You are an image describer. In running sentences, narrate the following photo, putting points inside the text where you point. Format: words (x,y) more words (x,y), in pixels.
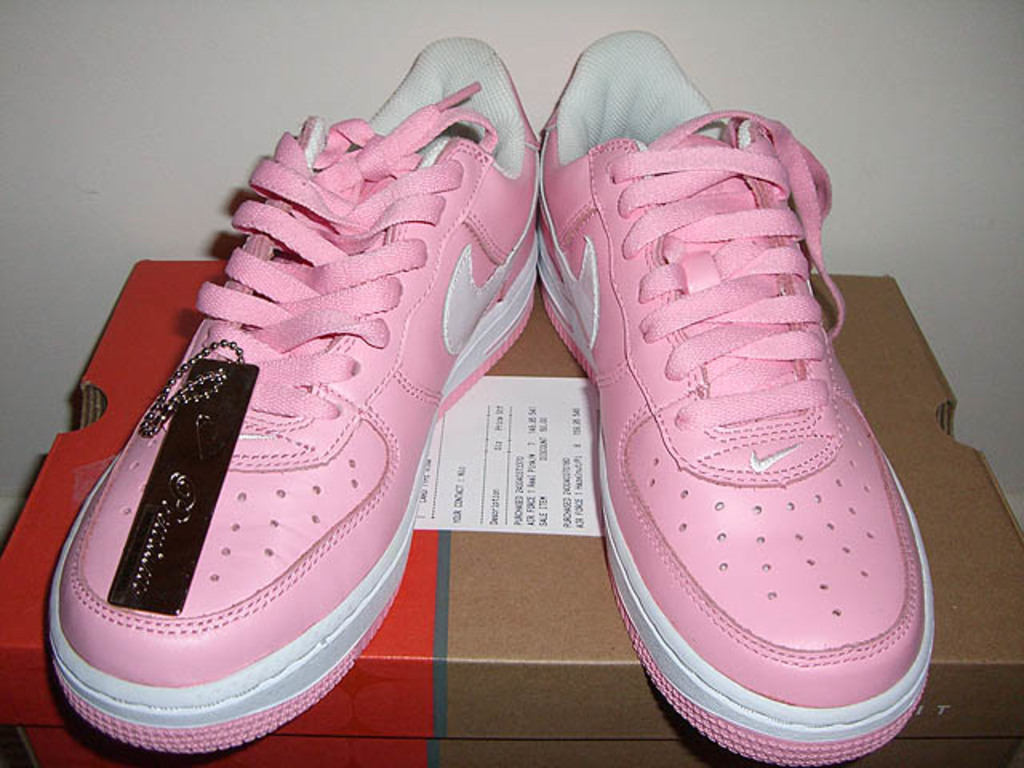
In this picture I can see a box (503,600) in front (479,626) and I can see a sticker (484,454) and I see something written on it and on the box (155,335) I can see a pair of shoes (422,300), which are of white and pink color. In the background (29,332) I can see the wall (940,165).
